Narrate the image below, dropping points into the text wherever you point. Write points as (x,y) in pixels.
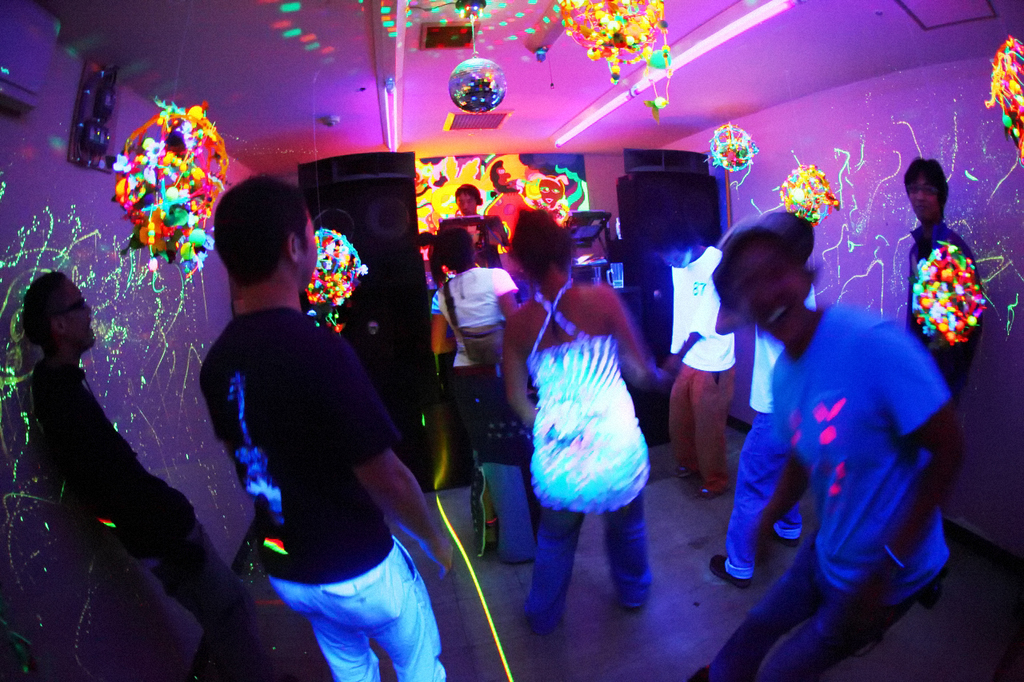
In this picture there are people (620,372) in the image, there are colorful lights (815,196) around the image, there are speakers (619,247) in the image.
